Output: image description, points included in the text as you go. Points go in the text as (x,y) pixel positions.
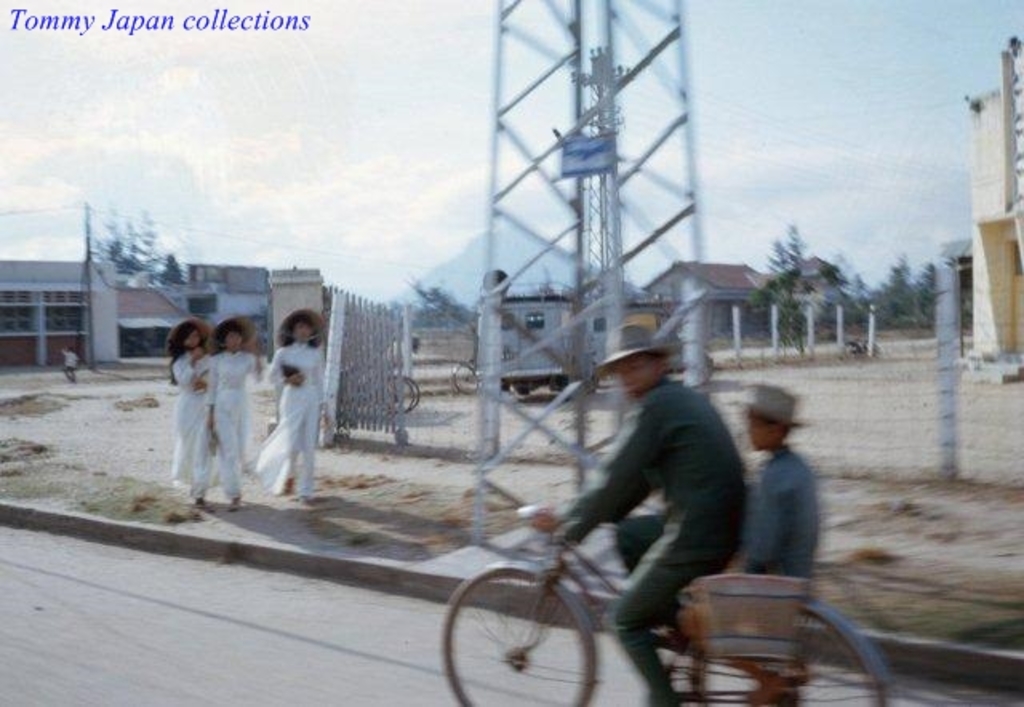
this picture shows a man (624,332) riding a bicycle (452,683) and we see three people (317,315) walking on the sidewalk (450,547) and we see few houses (678,287) and few trees (768,302).
